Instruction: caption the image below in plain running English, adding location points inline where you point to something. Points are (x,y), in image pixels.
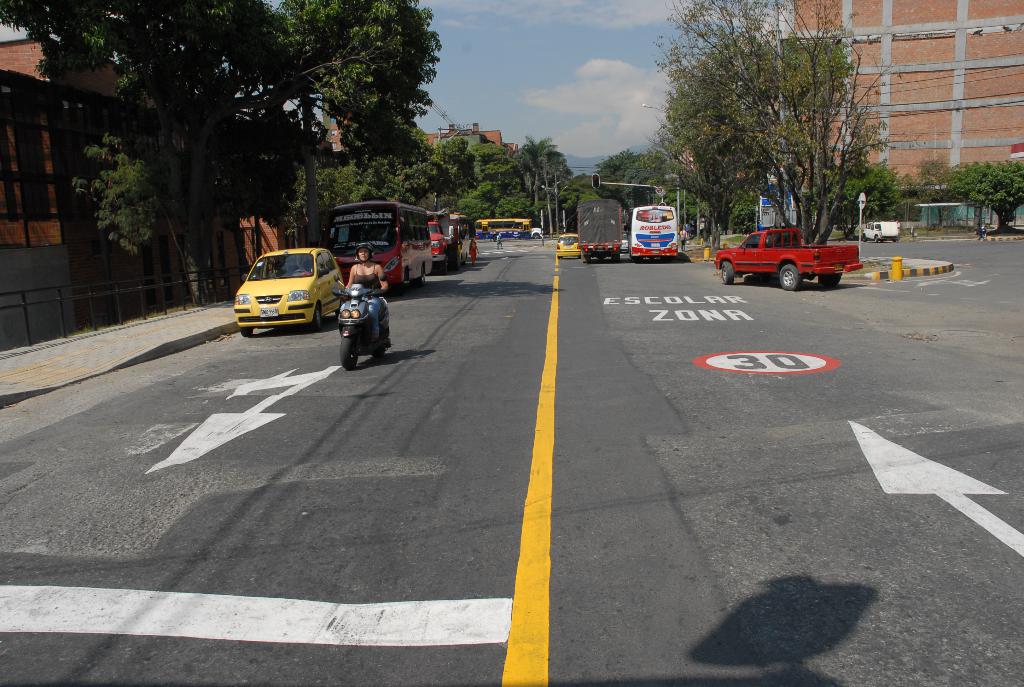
This picture shows a few buildings (922,46) and trees (824,108) and we see few vehicles (460,259) moving on the road (619,262) and we see sign boards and traffic signal lights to the poles (557,204) and a blue cloudy sky (531,100) and we see few caution signs (242,387) painted on the roads (400,498).
